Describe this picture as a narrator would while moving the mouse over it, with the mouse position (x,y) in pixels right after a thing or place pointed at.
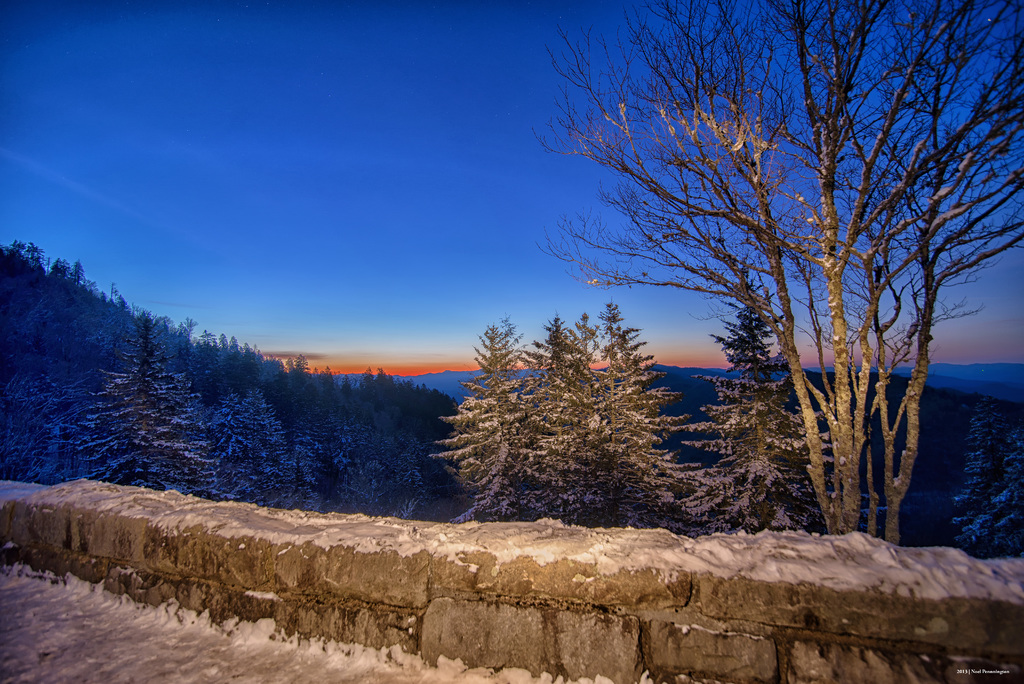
In this image we can see a wall (264,564), few trees (677,513) and the sky (502,239) in the background (485,259).
